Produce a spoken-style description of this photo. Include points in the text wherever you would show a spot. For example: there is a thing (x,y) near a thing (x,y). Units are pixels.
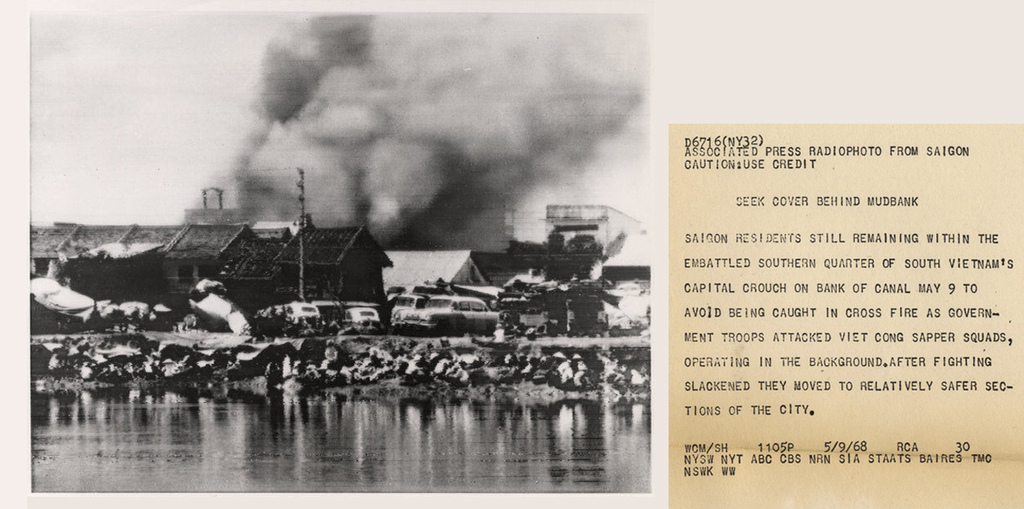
This is a collage picture and in this picture we can see houses (219,256), vehicles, water (364,402), smoke (556,132), sky (421,66) and some text (749,133).
